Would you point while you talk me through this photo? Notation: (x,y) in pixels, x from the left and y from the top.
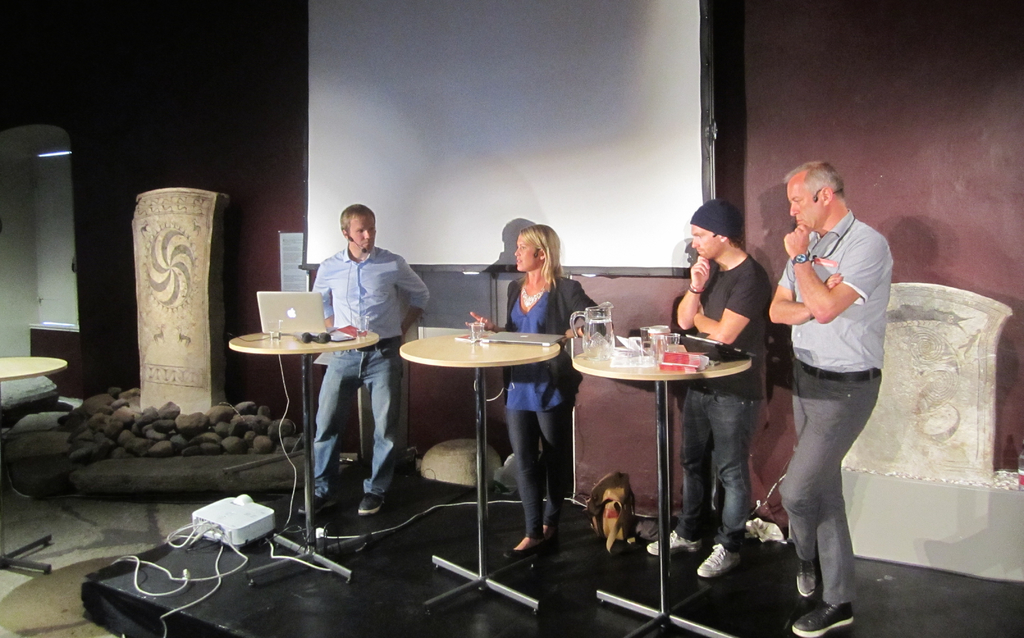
In this image i can see three man (332,321) and a woman (528,291) standing, there is a laptop (313,306), a jug (591,344) on a table (638,351) there is a projector (228,536) in front of a man (353,289) at the back ground (427,231) i can see a screen (558,62) and a wall (854,113).
